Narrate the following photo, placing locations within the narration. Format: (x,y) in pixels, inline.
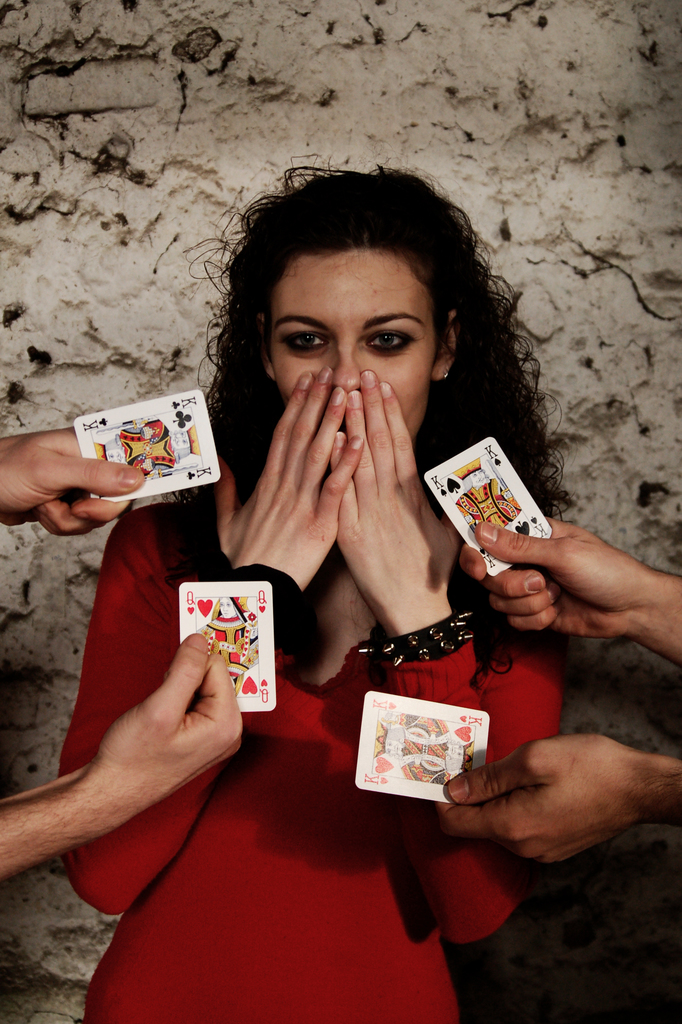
In this image I can see a woman (358,482) covering her mouth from both of her hands (372,558). She is wearing a red color of dress (113,1017). I can also see four hands (559,556) and all the four hand (49,491) holding different playing cards (187,632).
